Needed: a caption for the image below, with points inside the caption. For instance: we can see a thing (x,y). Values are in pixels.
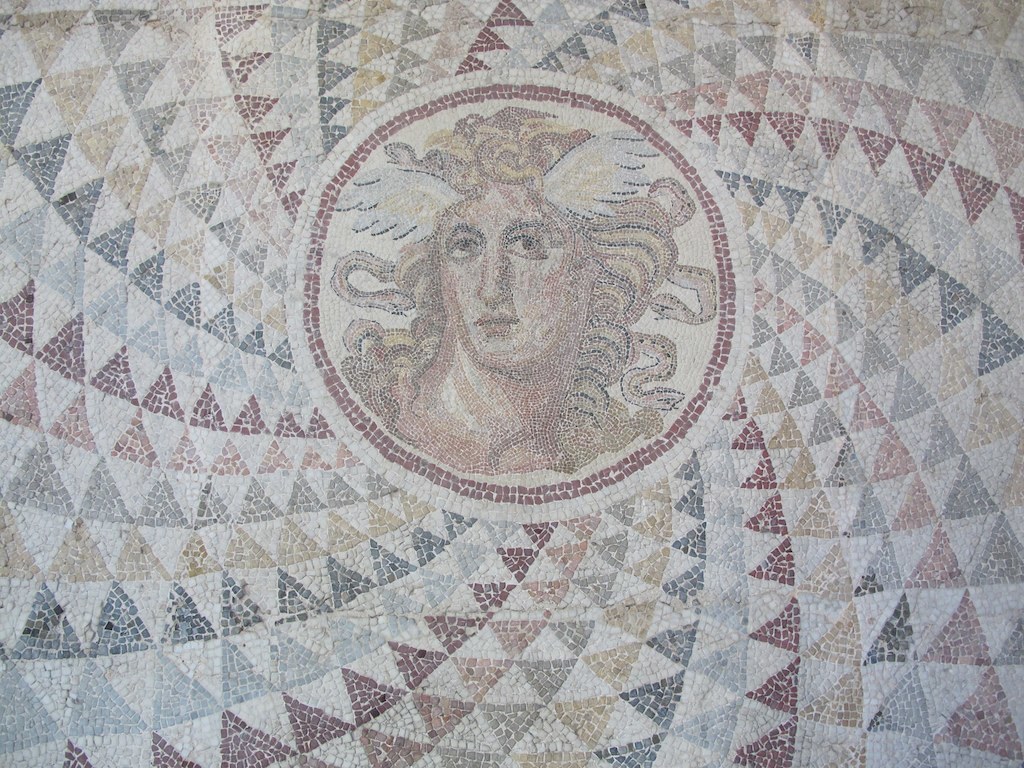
In this image I can see small stones (252,302) arranged in a mosaic (445,617) on the floor (405,514). I can see a person's face (494,195).
